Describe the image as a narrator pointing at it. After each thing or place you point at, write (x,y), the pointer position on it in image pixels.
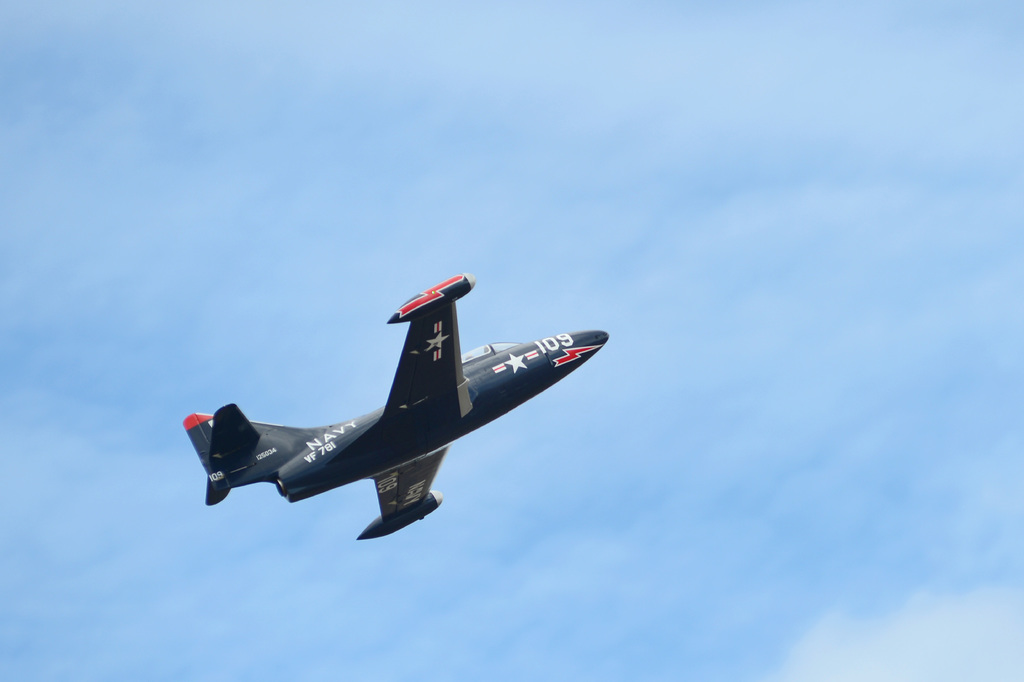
In the image there is a navy aircraft (337,427) flying in the sky (80,486).
